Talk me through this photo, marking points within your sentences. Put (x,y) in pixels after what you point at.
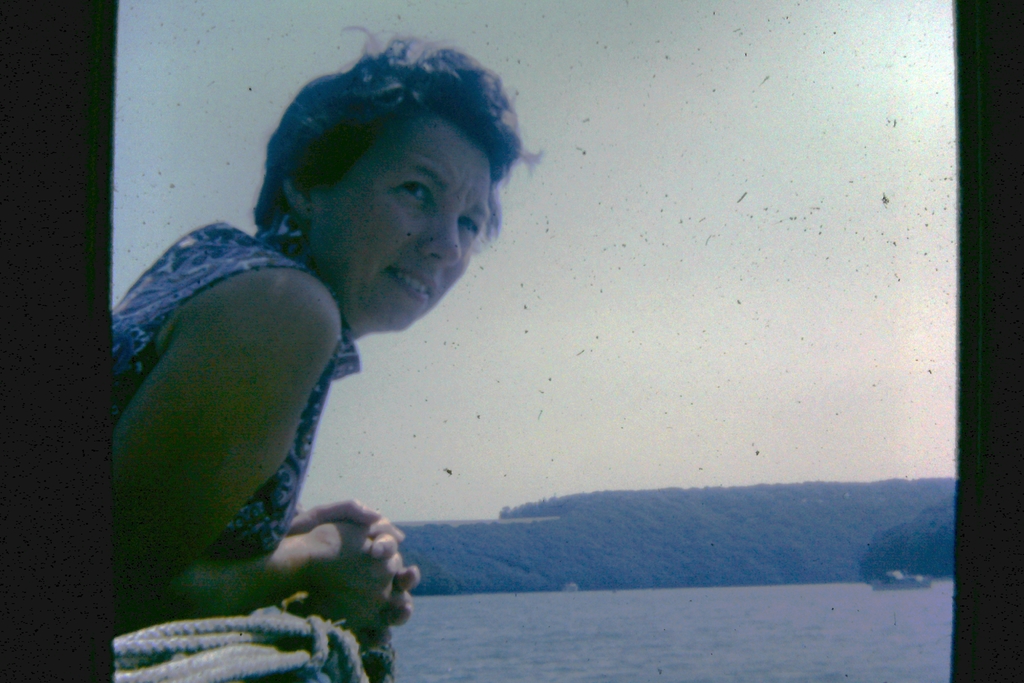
In this picture I can observe a woman (311,510) on the left side (213,430). There is a rope (264,663) beside her. In front of her there is a river (635,645). In the background (660,527) I can observe trees (656,527) and a sky (628,218).
